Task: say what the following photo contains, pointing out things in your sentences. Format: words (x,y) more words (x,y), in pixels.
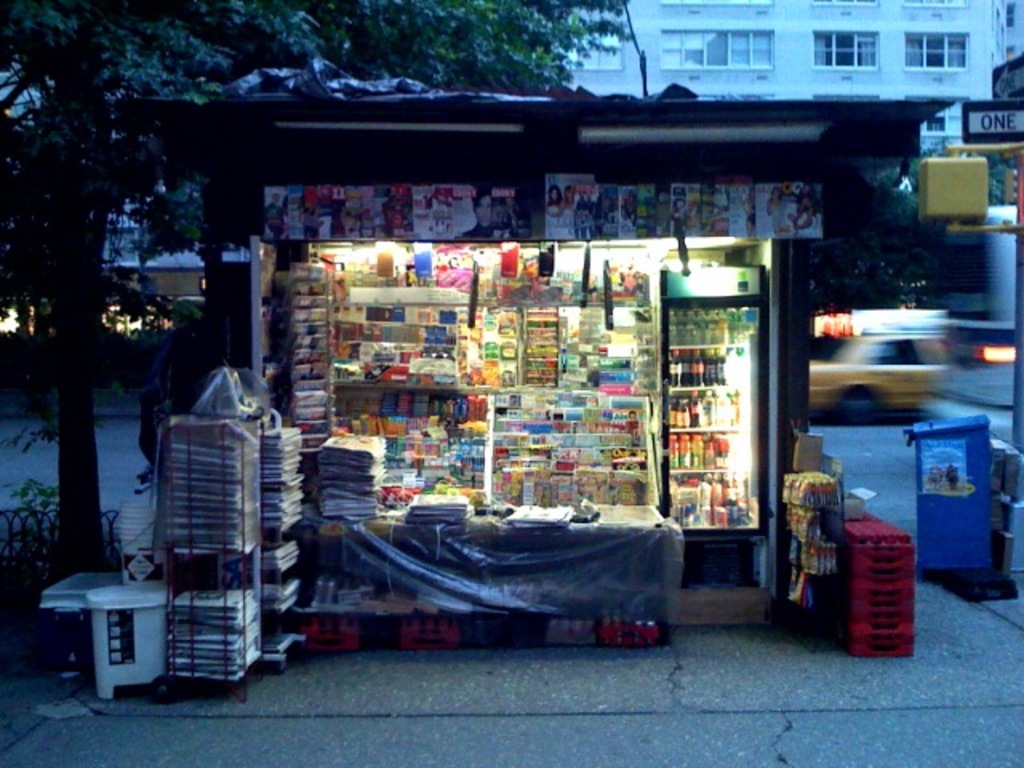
In this image I can see a store (419,447) in the front (475,420). I can also see number of newspapers (175,486), number of books (463,215) and few other stuffs (577,363). In the front (741,296) I can see a refrigerator (719,286) and in it I can see number of bottles (699,313). On the both sides of this image I can see few trees (55,242) and in the background (741,13) I can see a white colour building (776,92). On the right side of this image (853,372) I can see a yellow colour blurry car (866,348), a blue colour box (927,445), a pole (1021,178), a yellow colour box (958,168), two boards (981,118) and on it I can see something is written.
